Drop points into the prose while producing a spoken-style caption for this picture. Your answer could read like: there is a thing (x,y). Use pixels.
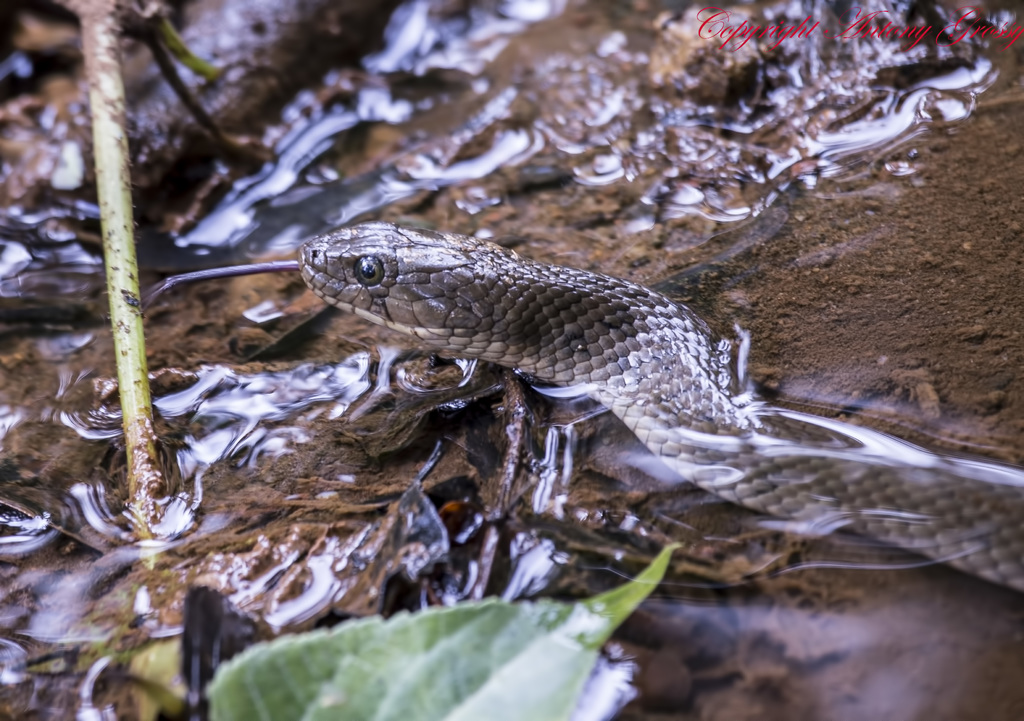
In this image we can see the snake (648,358), leaf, stem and also the water (563,388). We can also see the soil (925,285). In the top right corner (757,18) we can see the text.
